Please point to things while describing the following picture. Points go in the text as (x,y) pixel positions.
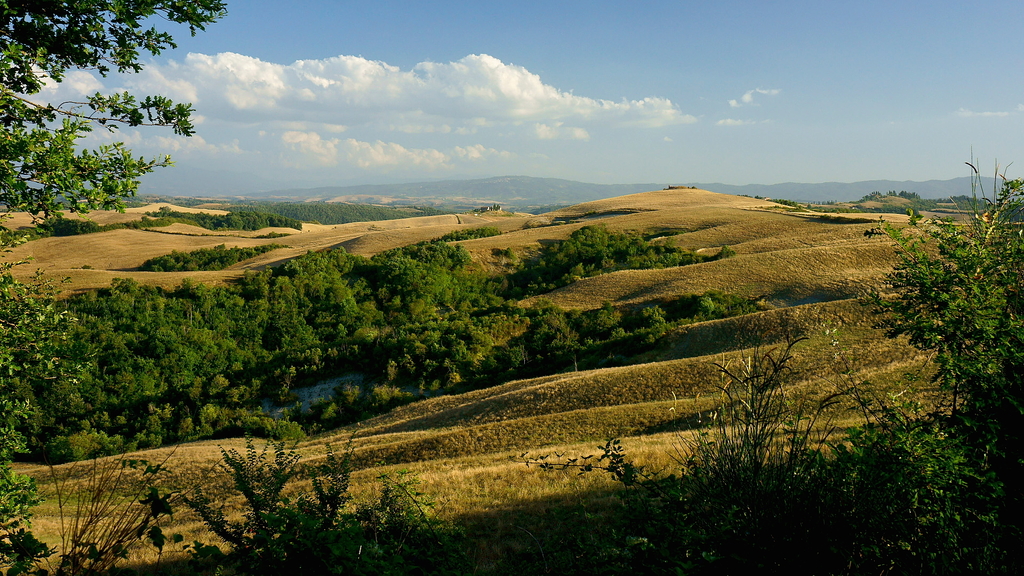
In this picture there is greenery (384,342), it seems like grassland (429,471) in the foreground (570,384). There are mountains (510,188) and sky (569,144) in the background area (515,152).
